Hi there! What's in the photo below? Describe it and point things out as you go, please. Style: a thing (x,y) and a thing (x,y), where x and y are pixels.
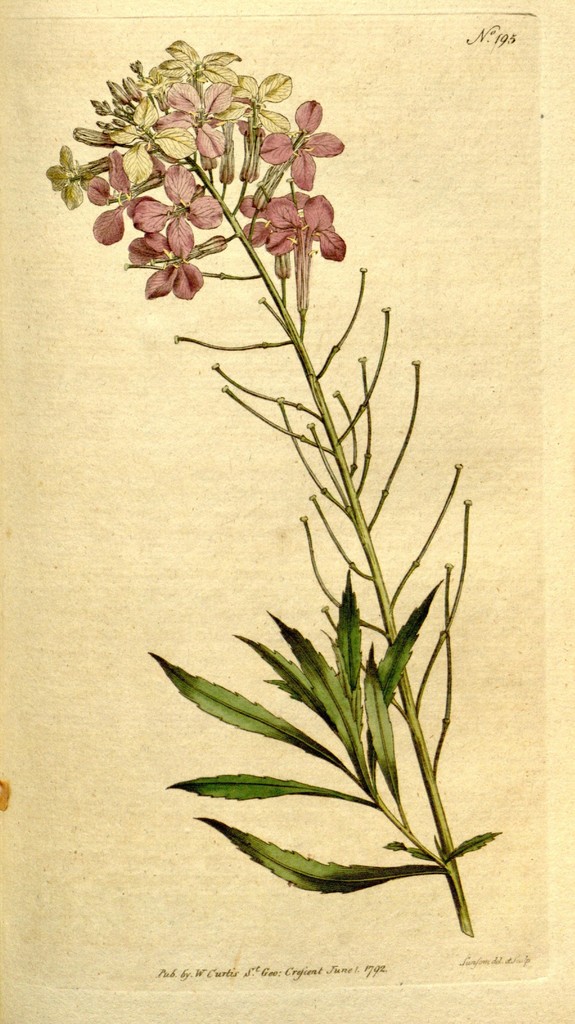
In this image, we can see a branch (392,473) contains leafs (312,680) and flowers (199,135).
